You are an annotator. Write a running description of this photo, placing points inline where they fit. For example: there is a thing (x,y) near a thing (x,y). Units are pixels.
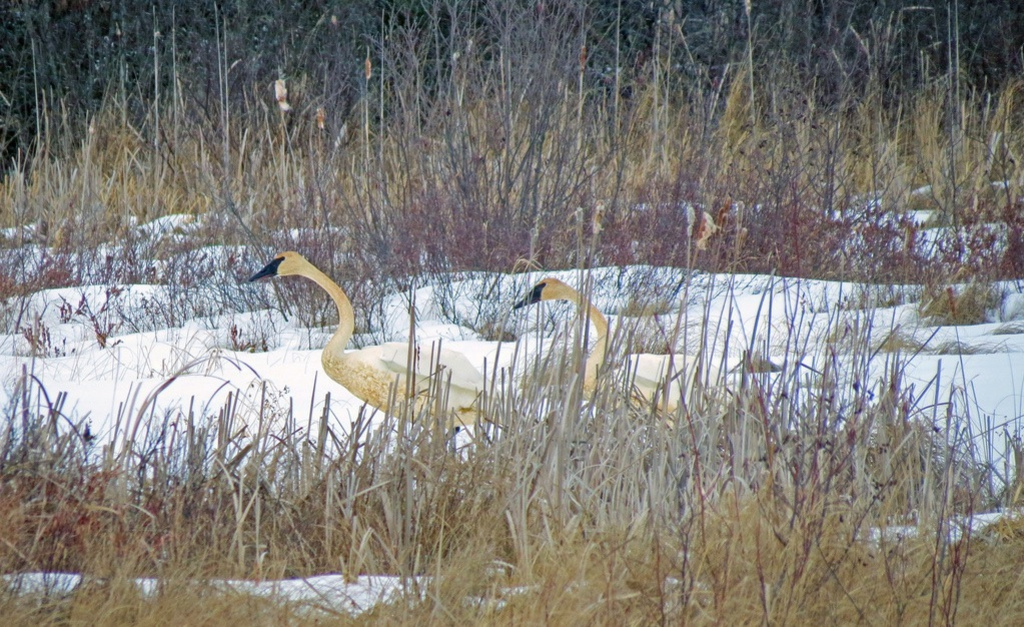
In this picture I can observe two birds (371,362) on the land (143,381). There is some grass (440,529) and snow (213,330) on the land (506,277). In the background (323,110) there are trees (41,24).
